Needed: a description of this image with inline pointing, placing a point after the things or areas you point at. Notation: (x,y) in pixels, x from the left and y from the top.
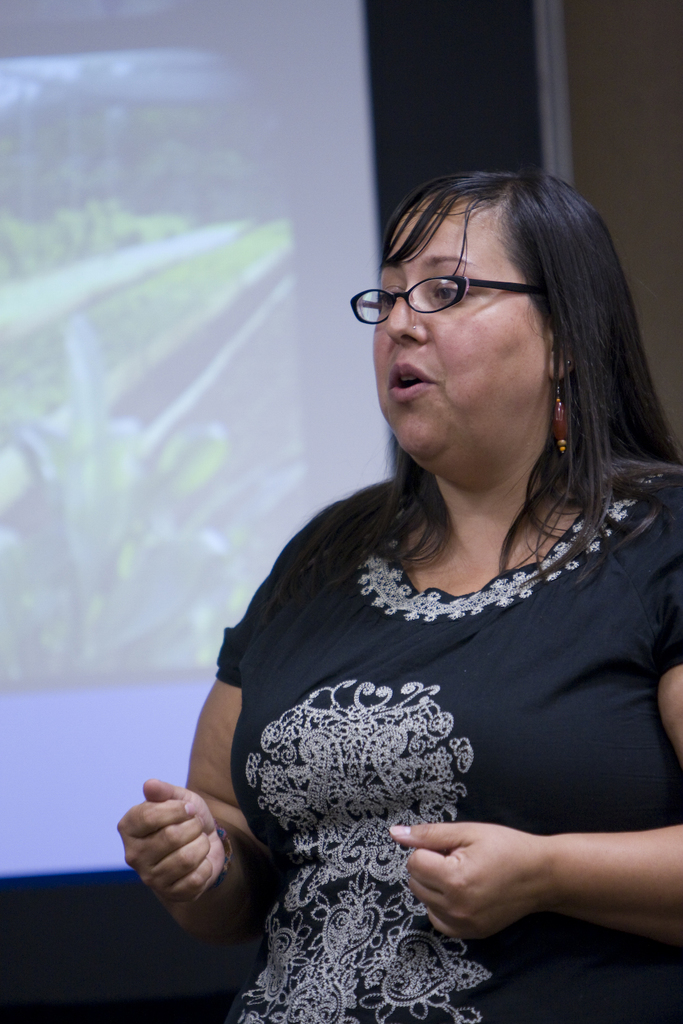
In the picture I can see a woman (622,276) and looks like she is speaking. She is wearing a black color top (587,676). In the background (202,371), I can see the screen (206,295).
